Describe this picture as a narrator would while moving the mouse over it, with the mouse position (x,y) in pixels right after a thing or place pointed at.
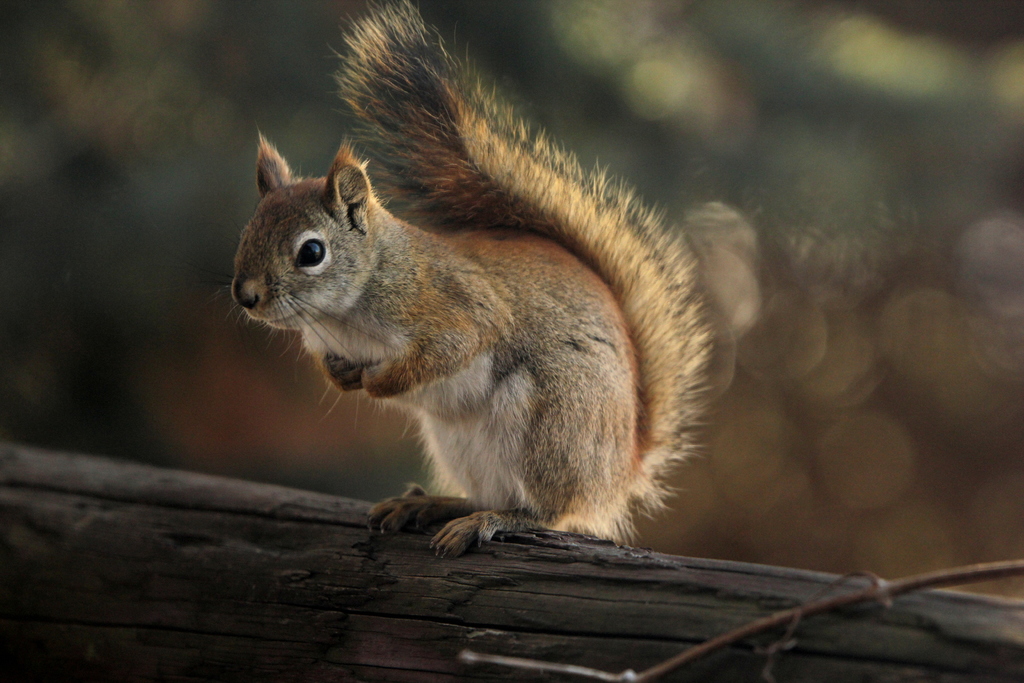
In this picture we can see a squirrel (435,320) standing on a branch (525,536) of a tree (486,605), there is a blurry background (886,152).
